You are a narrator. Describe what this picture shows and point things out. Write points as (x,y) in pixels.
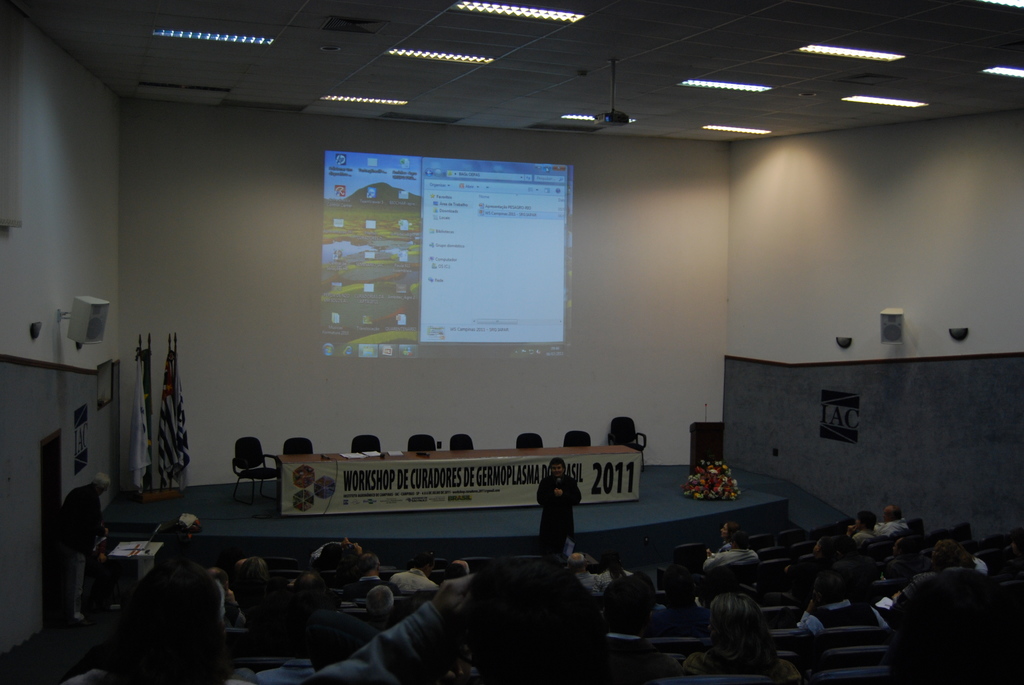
In the image I can see few people (739,614) are sitting on chairs (779,585). I can see few paper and some objects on the table (450,455). I can see flags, flowers (722,481), screen (541,325), speakers (94,318) and wall (226,286).
